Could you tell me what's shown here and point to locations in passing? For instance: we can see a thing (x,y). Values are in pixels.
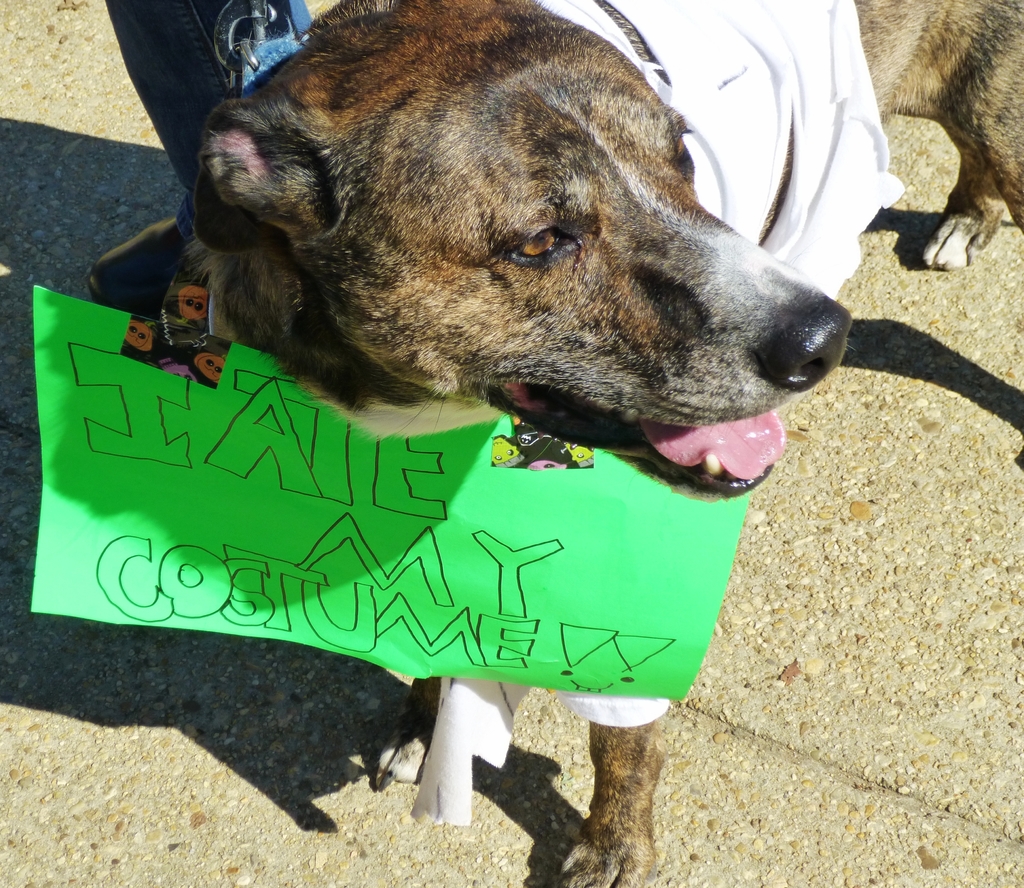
In this image there is a dog (591,217). There is a paper (353,522) which is attached to it. The dog (538,160) is wearing the white dress (714,74). In the background (162,31) there is a person (148,71) holding the dog (312,59) with the chain (271,19).
